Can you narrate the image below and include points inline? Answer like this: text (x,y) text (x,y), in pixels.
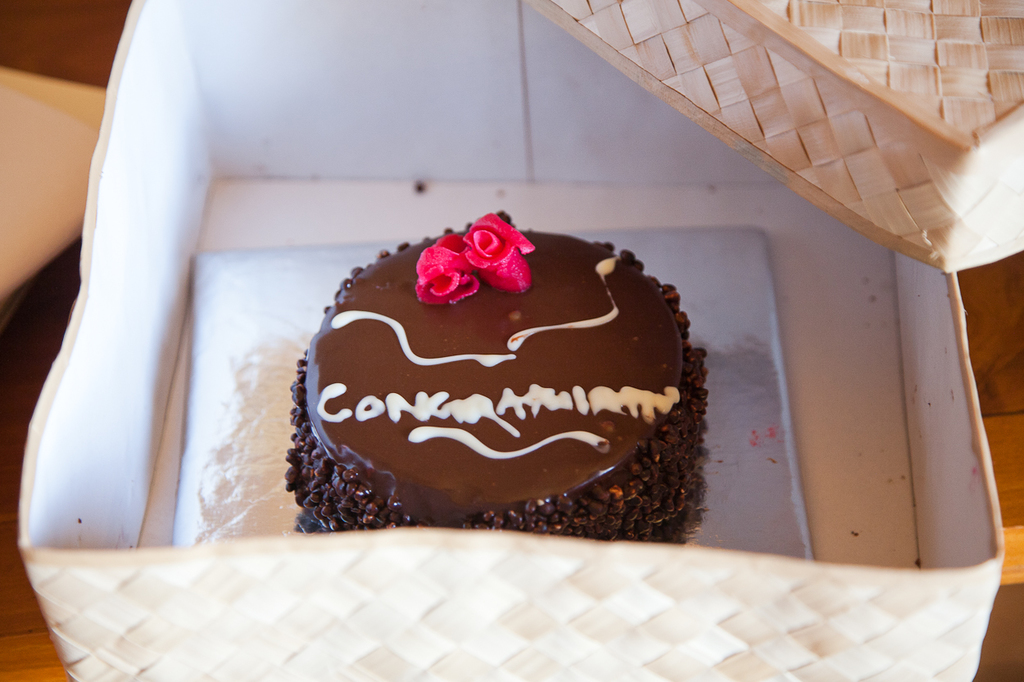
In this image there is a cake (521,372) in the box (852,392) which is kept on the table (990,401). There is some text (638,391) written on the cake (527,408).
